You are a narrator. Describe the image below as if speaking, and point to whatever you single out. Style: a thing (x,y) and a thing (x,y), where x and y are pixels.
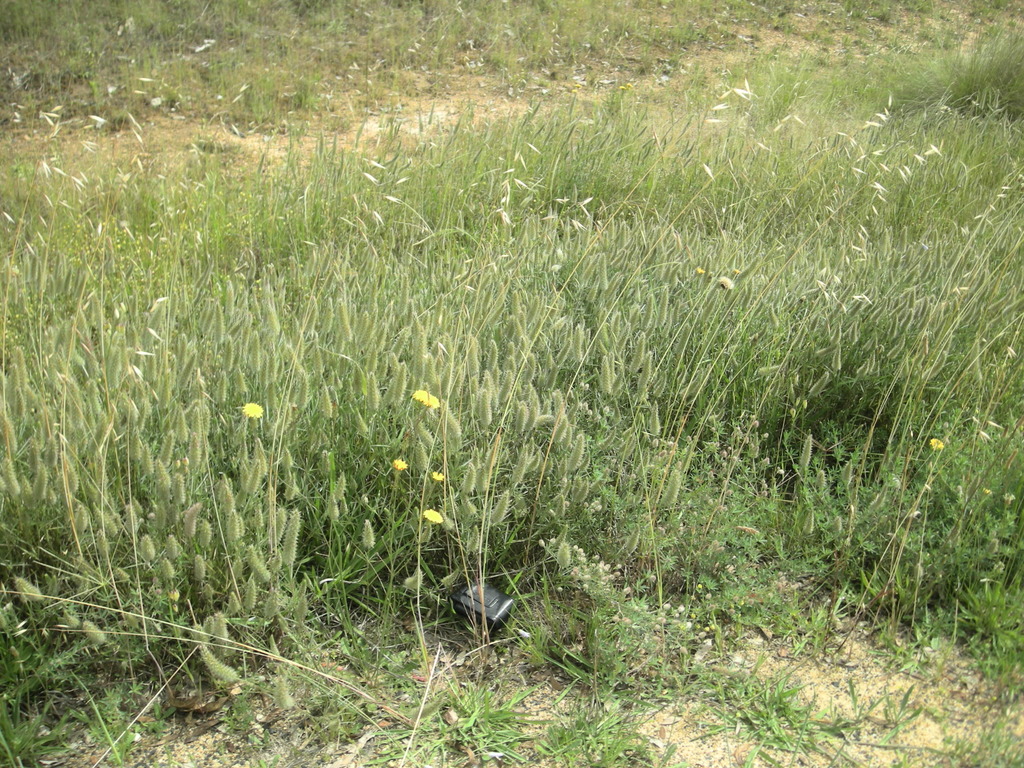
In this image we can see one black object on the ground (510,641), some flowers (434,520) with plants (770,558), some buds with plants (636,436) and some grass (416,627) on the ground (55,750).
